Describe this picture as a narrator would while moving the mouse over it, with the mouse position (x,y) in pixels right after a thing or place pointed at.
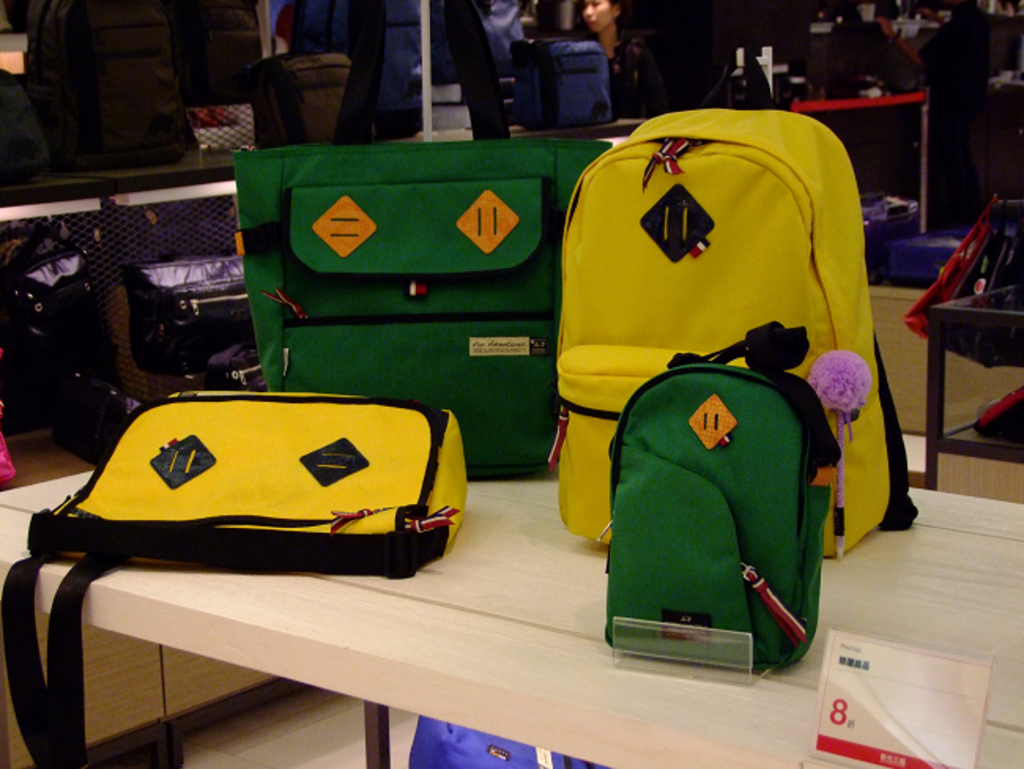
This image consists of a table (890,611) and bags (526,352) on it. Behind that there is a rack (112,229) in that rack (120,187) there are so many bags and in the bottom right corner (835,672) there is price board (886,665).
